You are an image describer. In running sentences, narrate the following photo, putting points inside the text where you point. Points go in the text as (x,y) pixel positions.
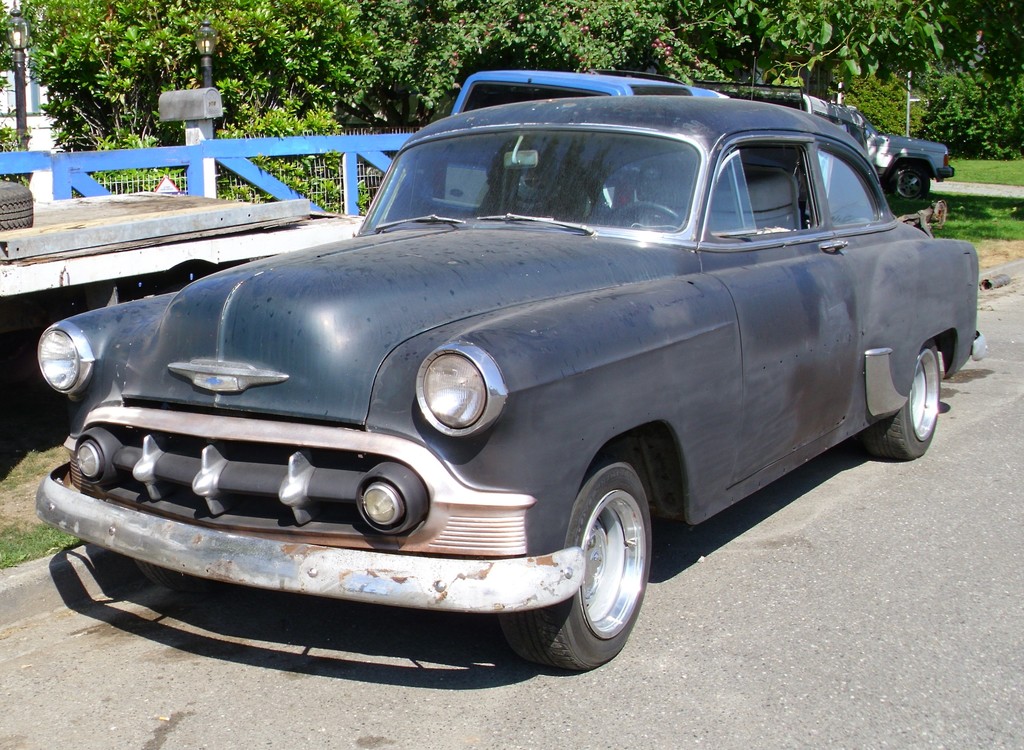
In this picture we can see a group of vehicles (630,361) on the road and in the background (332,184) we can see a fence (352,156), trees (338,118).
